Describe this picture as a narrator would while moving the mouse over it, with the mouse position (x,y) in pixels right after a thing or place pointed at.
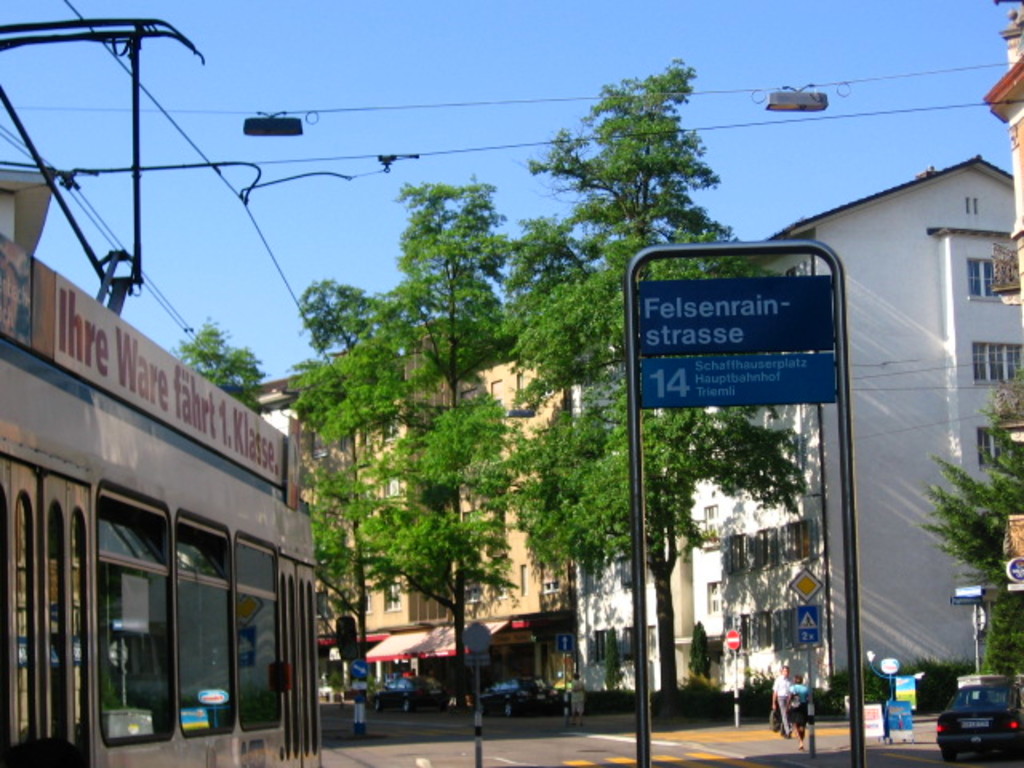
In this picture we can see a vehicle (143,617). On the right side of the image (965,738) there is a car (970,700) on the road (927,751). On the left side of the car (949,734), there are poles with boards (899,737) attached to it. Behind the poles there are trees (616,670), people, cables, buildings (881,409) and the sky (478,93).
